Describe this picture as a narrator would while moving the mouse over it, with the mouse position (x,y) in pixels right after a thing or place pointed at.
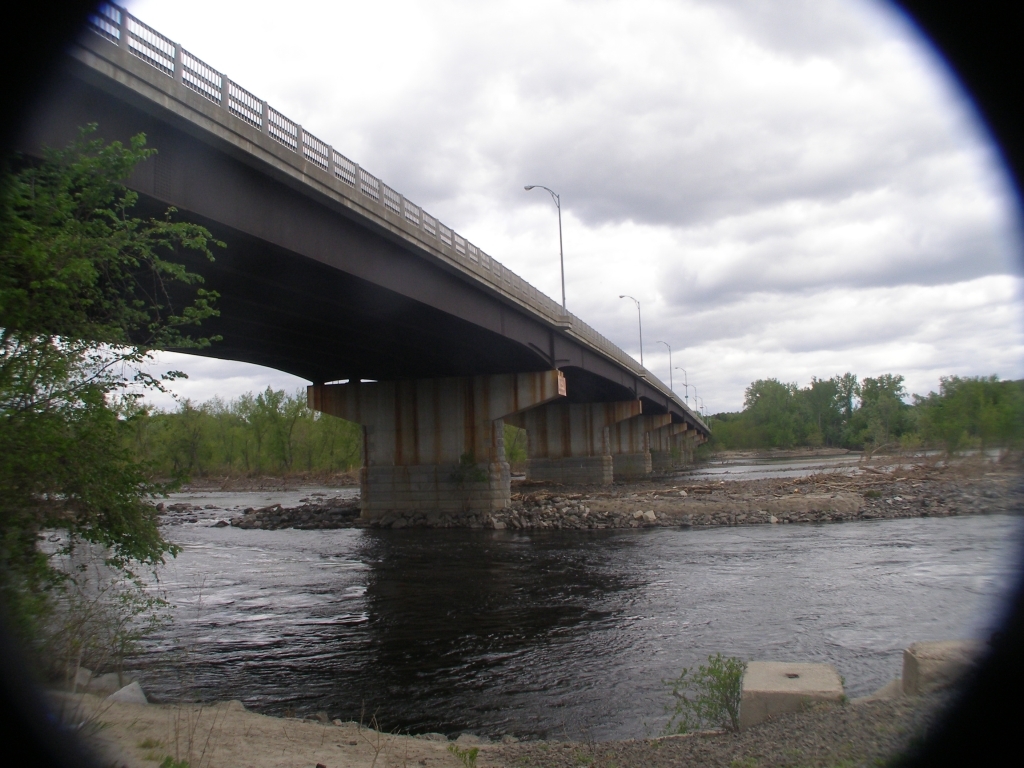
In this image we can see a bridge (516,393). There is water (512,607). In the background of the image (884,434) there are trees (347,440). At the top of the image (822,120) there are clouds (677,95). There are street lights (636,303).
